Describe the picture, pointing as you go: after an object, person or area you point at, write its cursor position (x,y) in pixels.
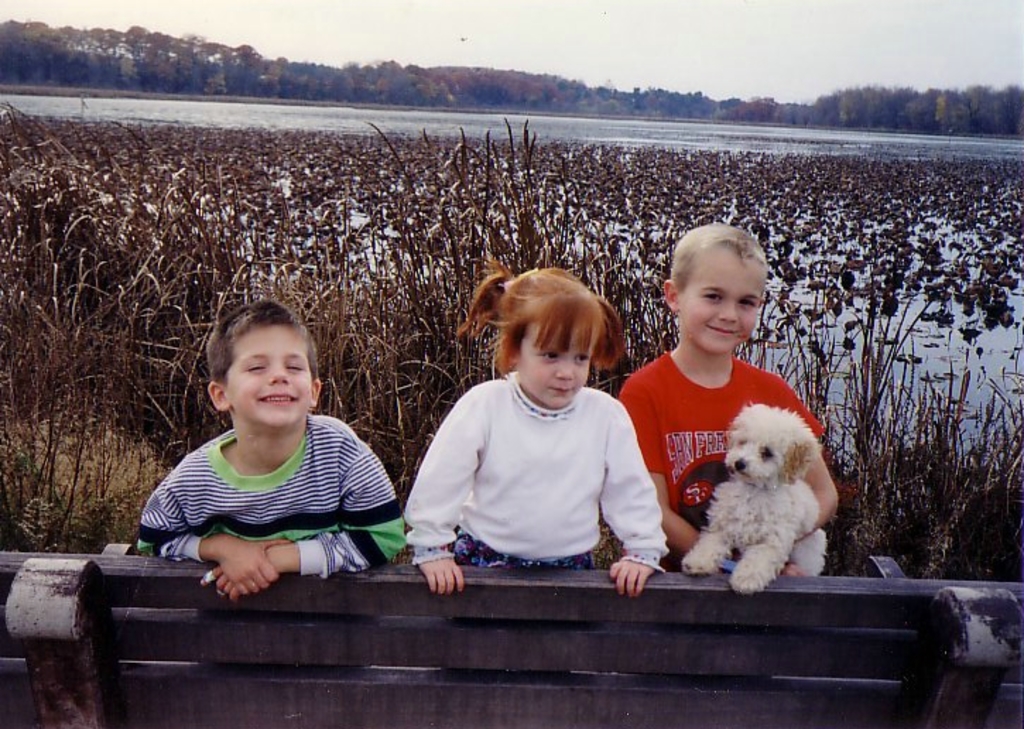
In this image I can see three children (500,468) are standing by holding the bench (406,613). The boy (683,394) who is standing on the right side (688,393) is holding a dog (770,476) in his hands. In the background (355,129) I can see water (291,126) and trees (538,89) on the top of the image (604,27) I can see the sky (772,44).
